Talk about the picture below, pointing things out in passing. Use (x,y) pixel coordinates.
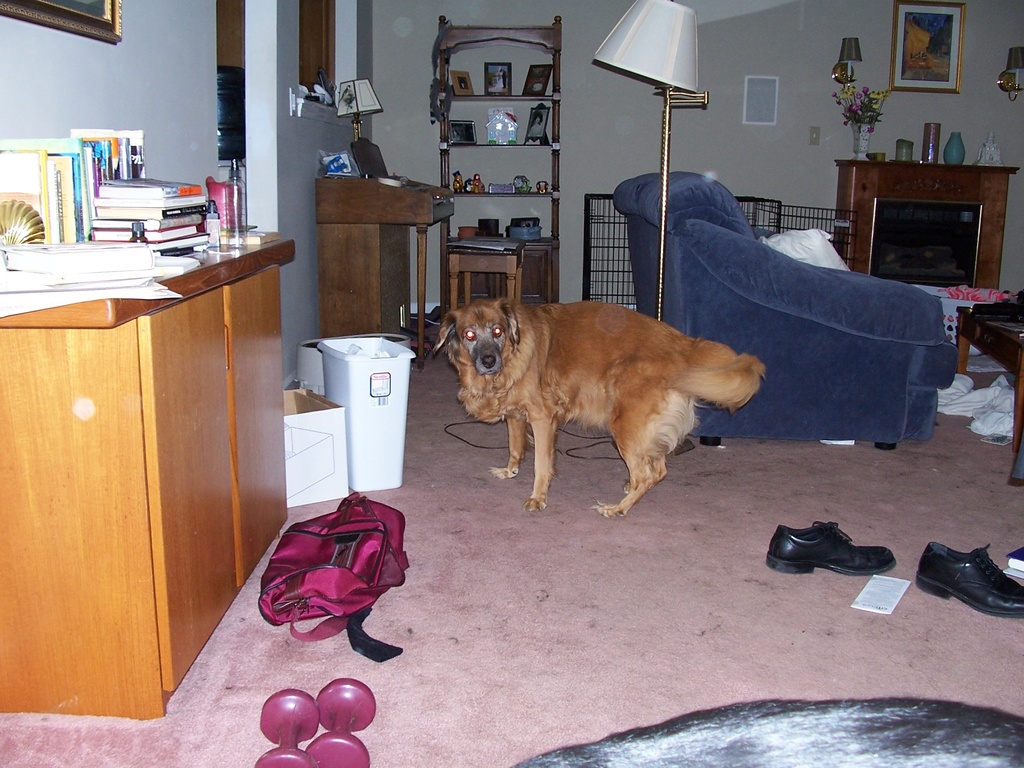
In the center (565,354) we can see the dog (549,376). And on the left side (219,434) we can see the table (162,327), on table (206,284) we can see some books (73,222). And coming to the background (673,239) we can see the sofa (813,279), shelf (529,195), stool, lamp (634,54), wall (766,159), flower vase (863,123), photo frame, shoes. And in the front (319,559) we can see the backpack (333,569).
